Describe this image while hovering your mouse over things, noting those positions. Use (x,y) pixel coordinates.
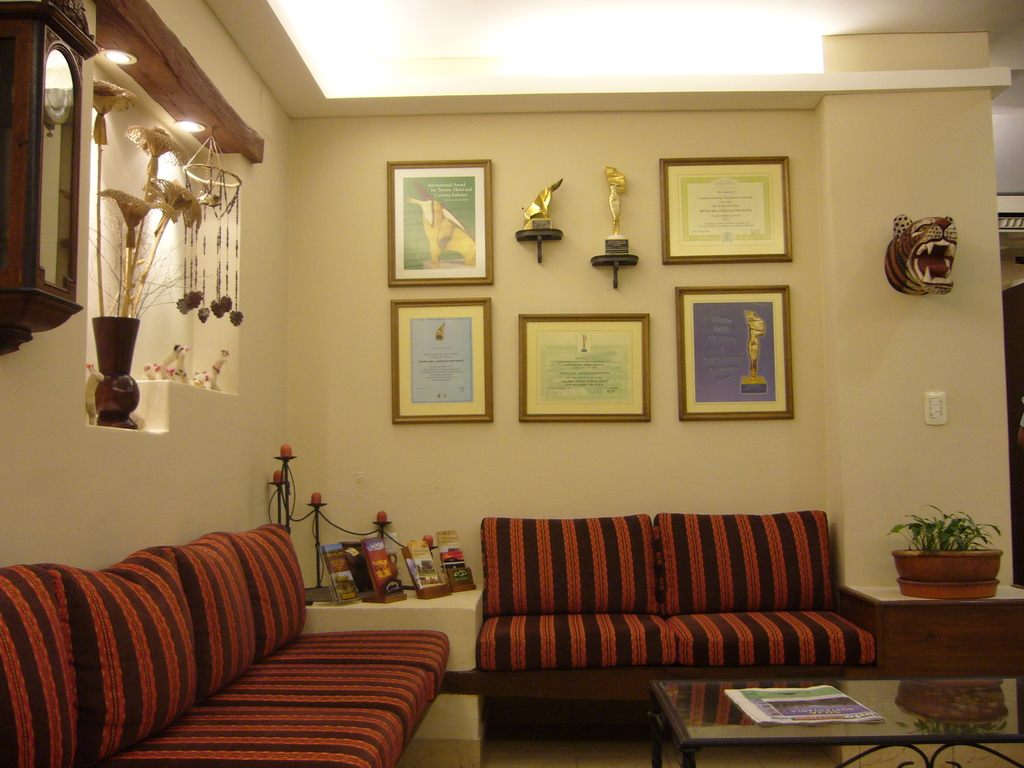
In this image I see a sofa set (14,608), a plant (929,543) over here, a table (1020,691) on which there is a paper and In the background (878,505) I see the wall (723,491), few decoration (108,387) over here, lights (112,63), a clock (95,48) and photo frames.
